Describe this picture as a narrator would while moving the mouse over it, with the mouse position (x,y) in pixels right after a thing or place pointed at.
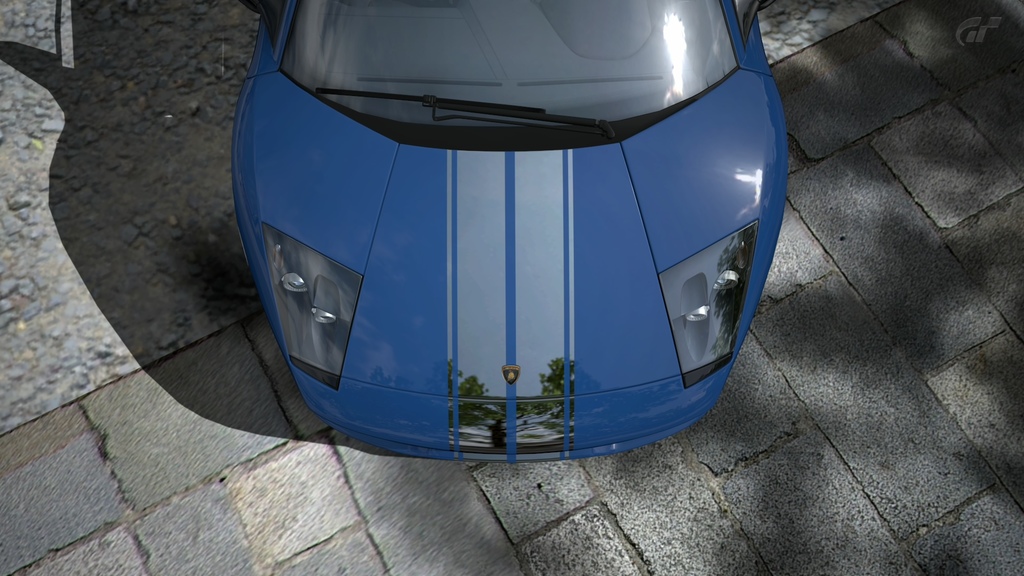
This image is taken in the top angle where we can see a blue color car (443,358) parked on the road (240,440). Here we can see the shadow (114,265) of the car (580,416) on the road (194,389) and we can see the reflection (556,410) of the trees (550,393) on the car (559,409).
